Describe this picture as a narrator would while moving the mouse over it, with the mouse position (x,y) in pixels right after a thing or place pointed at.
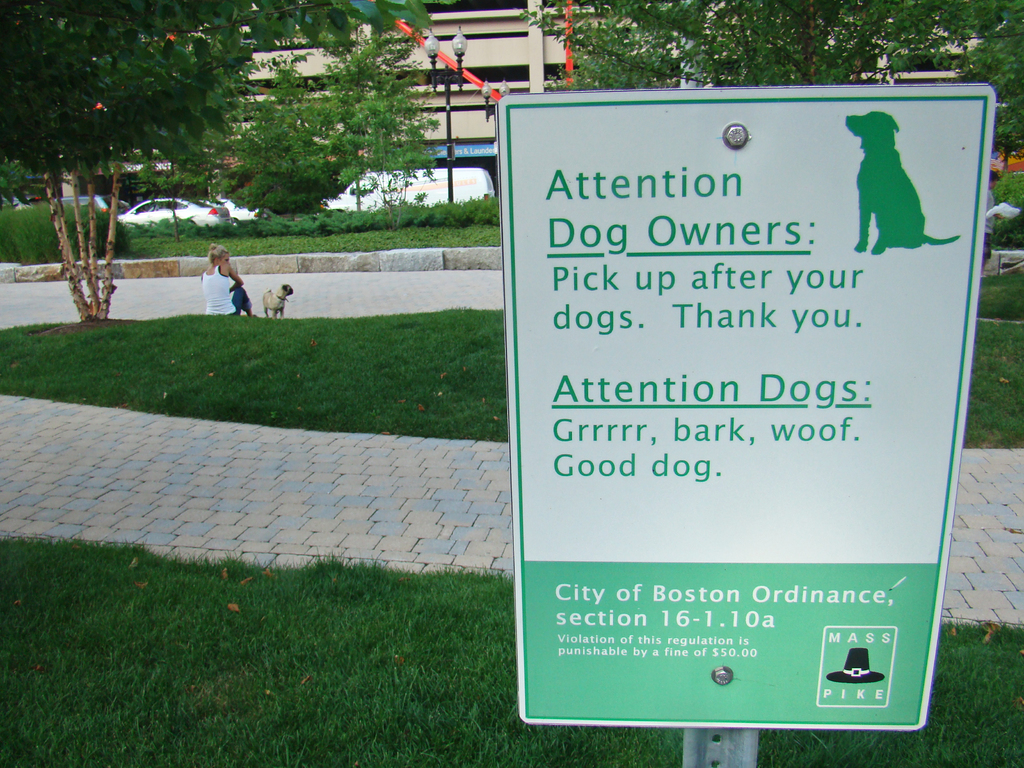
In this image there is a attention board (679,392) at right side of this image (691,491) and there is one woman (217,295) sitting at left side of this image (220,275) and there is one dog (278,305) is at left side of this image (282,303). there are some trees (337,143) in middle of this image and there are two cars (198,205) and one vehicle (367,180) is behind to these trees (212,184). there are some buildings (531,44) in the background (500,54) and there are some grass (384,359) in middle of this image (380,379) and bottom of this image (310,634) as well.
